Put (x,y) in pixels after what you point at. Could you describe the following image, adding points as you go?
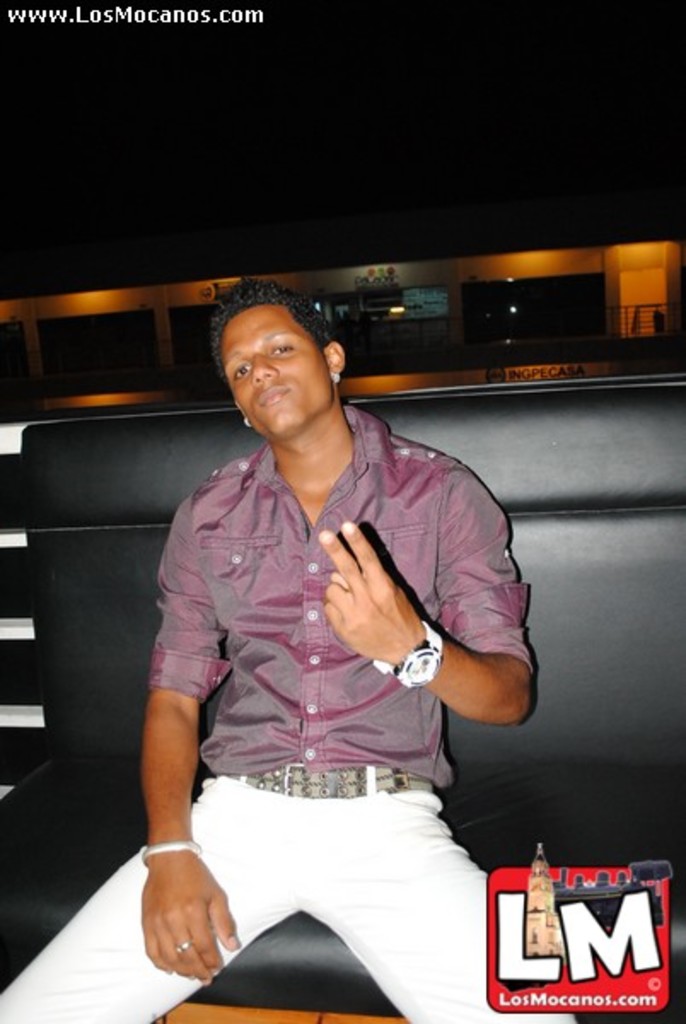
In this image I can see the person (333,465) is sitting on the black color couch (608,557). I can see few lights (628,301) and the black color background (339,93).
